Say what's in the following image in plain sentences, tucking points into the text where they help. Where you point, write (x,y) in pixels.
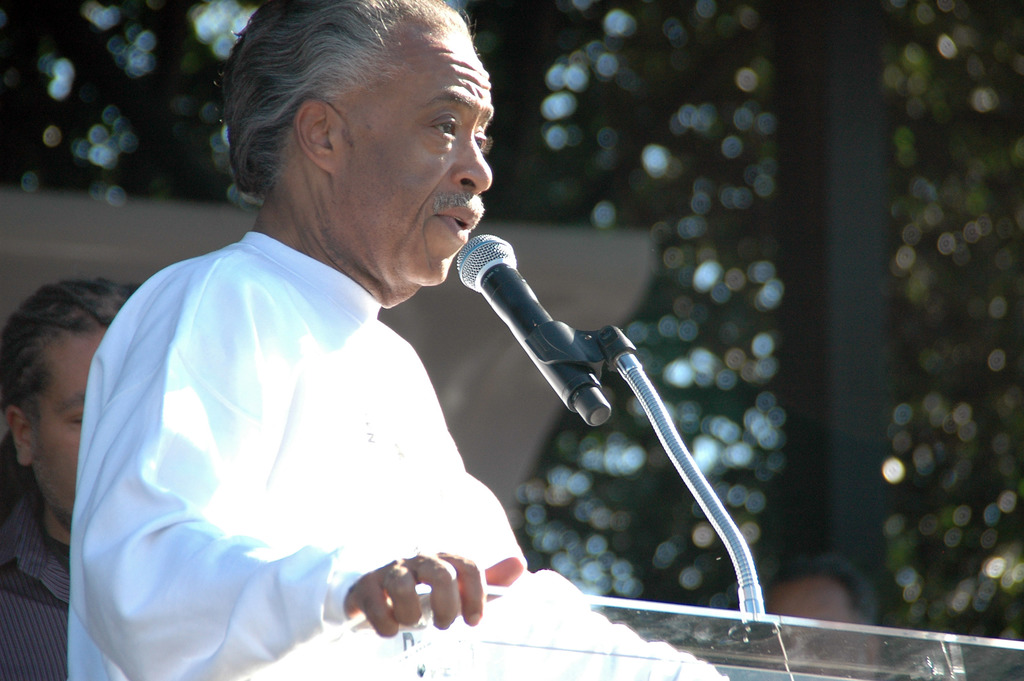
In this picture I can observe an old man (298,414) standing in front of a podium (683,634). Man (289,370) is wearing white color dress (205,422). I can observe a mic (515,328) on the podium (551,654). In the background (772,283) there are trees (690,429).
